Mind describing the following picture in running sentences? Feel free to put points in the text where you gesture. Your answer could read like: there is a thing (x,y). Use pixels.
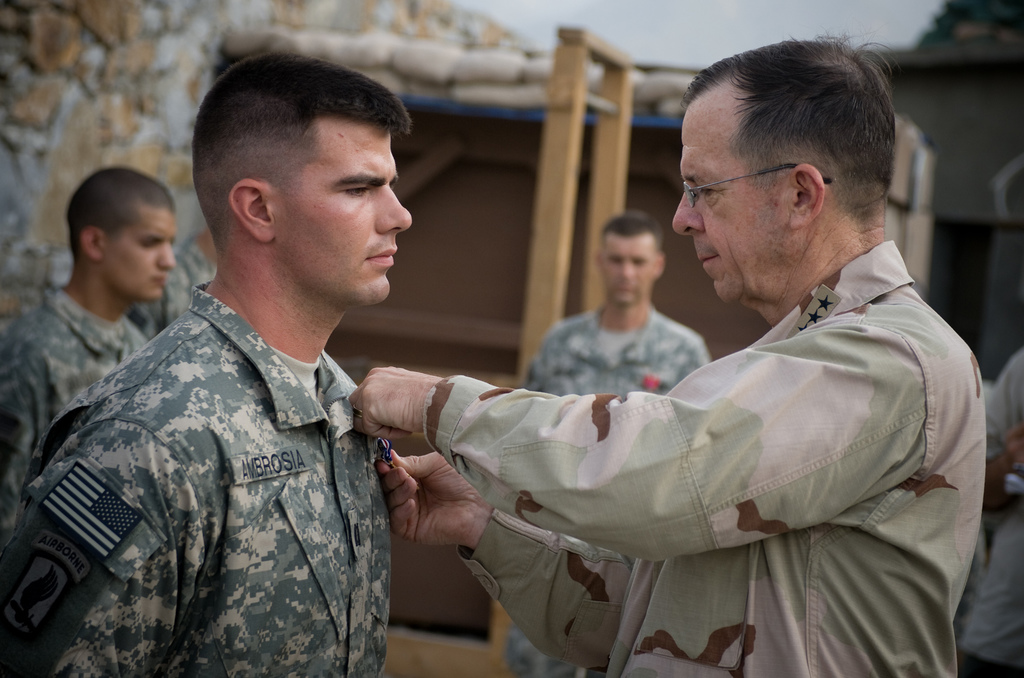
In this picture, on the right side (851,338), we can see a man (883,250) standing and holding something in his hand (454,505). On the left side (285,478), we can also see another man (280,489) standing. In the background (157,321), we can see a group of people (81,343), wall (734,325), house (746,330), wood pole (558,80). On the top (751,6), we can see a sky (808,26).
